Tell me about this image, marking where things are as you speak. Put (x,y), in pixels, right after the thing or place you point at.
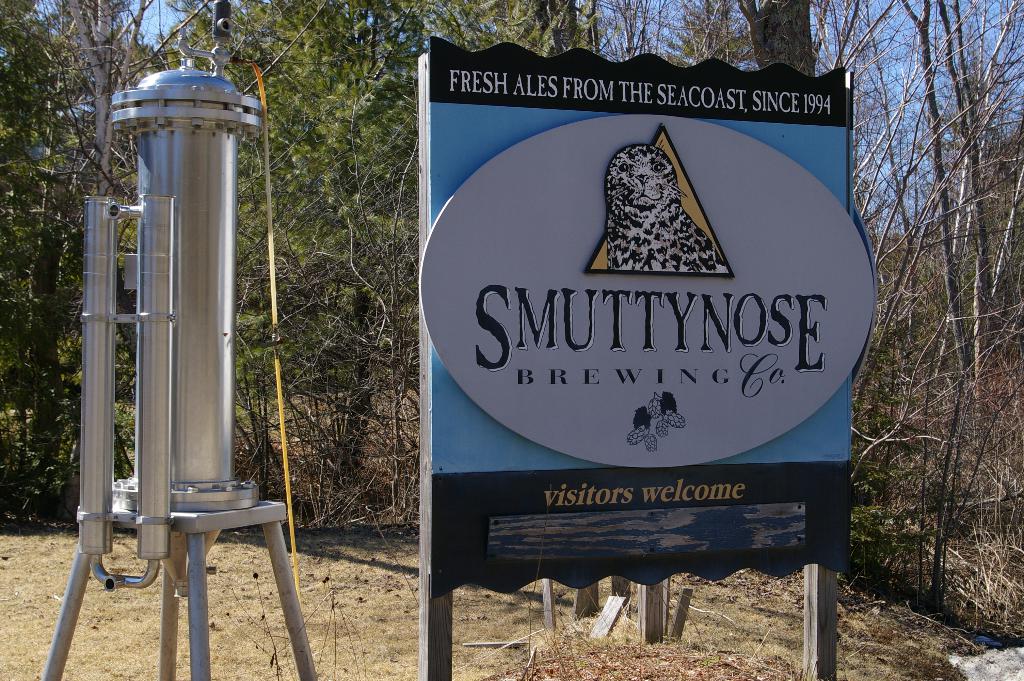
In this picture we can see a board (678,94) on the wooden objects (434,623). There is a steel object (201,114) on the left side (264,519). We can see a few trees (573,18) in the background (484,27).
